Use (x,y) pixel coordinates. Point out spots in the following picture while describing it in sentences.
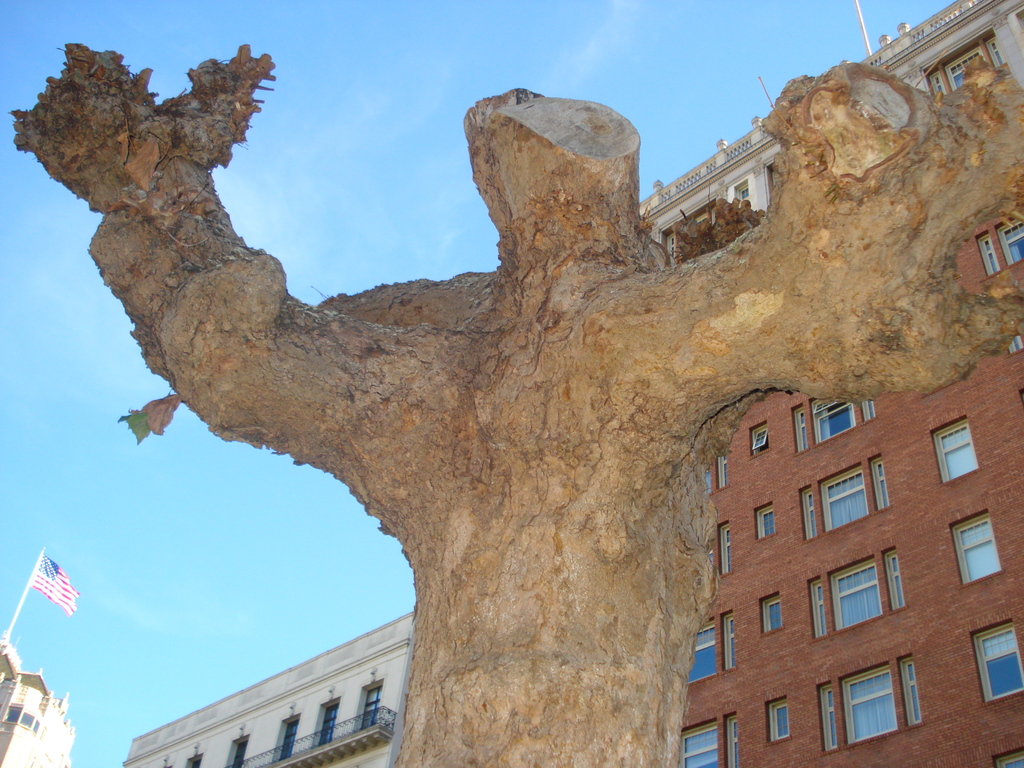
In the center of the image (662,508) there is a tree trunk (447,725). At the background of the image (713,172) there are some buildings (784,649). There is a flag (70,606) in the image. At the top of the image (381,46) there is sky (418,95).
